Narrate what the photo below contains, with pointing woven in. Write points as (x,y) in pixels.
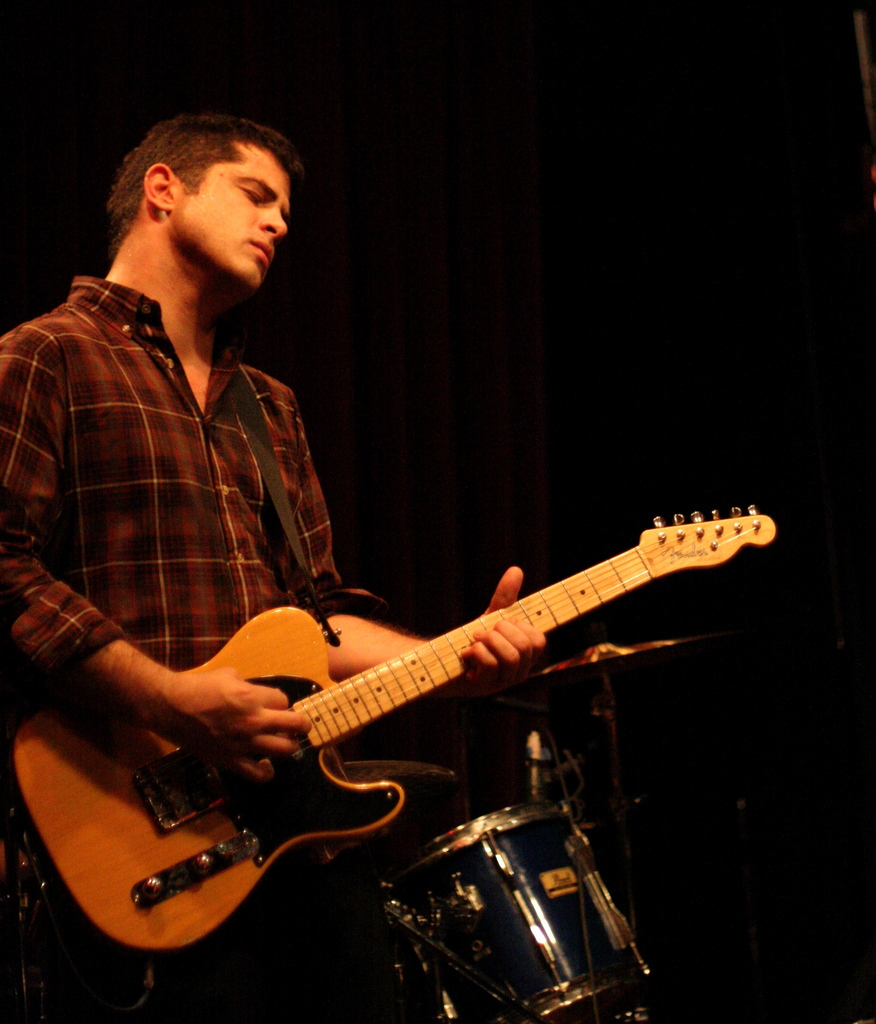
In this picture we can find a man (141,653) holding a guitar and playing, beside to him there are drums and in the background (394,466) we can find a dark curtain (399,434) and a man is wearing a shirt (206,603).
